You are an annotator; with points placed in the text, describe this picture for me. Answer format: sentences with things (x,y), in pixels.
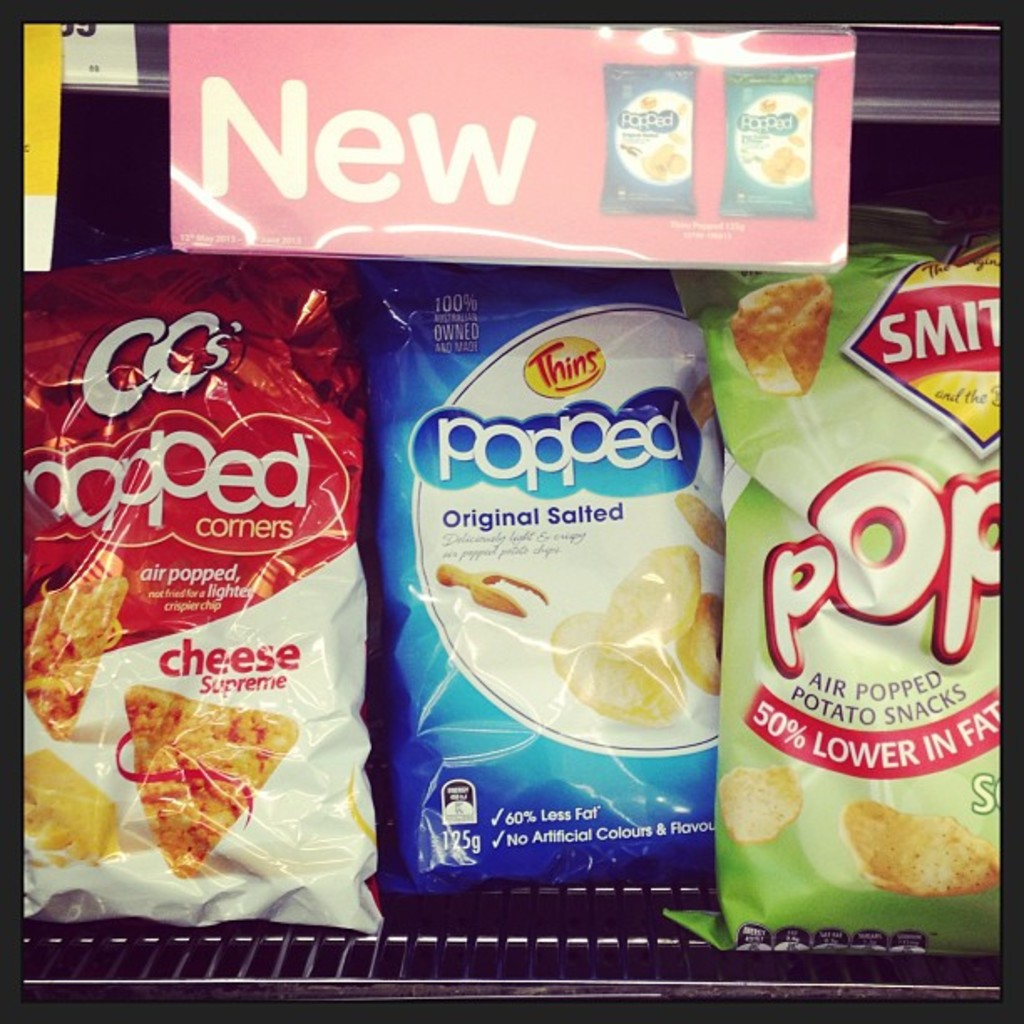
In this picture there are some chips packets (211,711) placed on the shelf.
